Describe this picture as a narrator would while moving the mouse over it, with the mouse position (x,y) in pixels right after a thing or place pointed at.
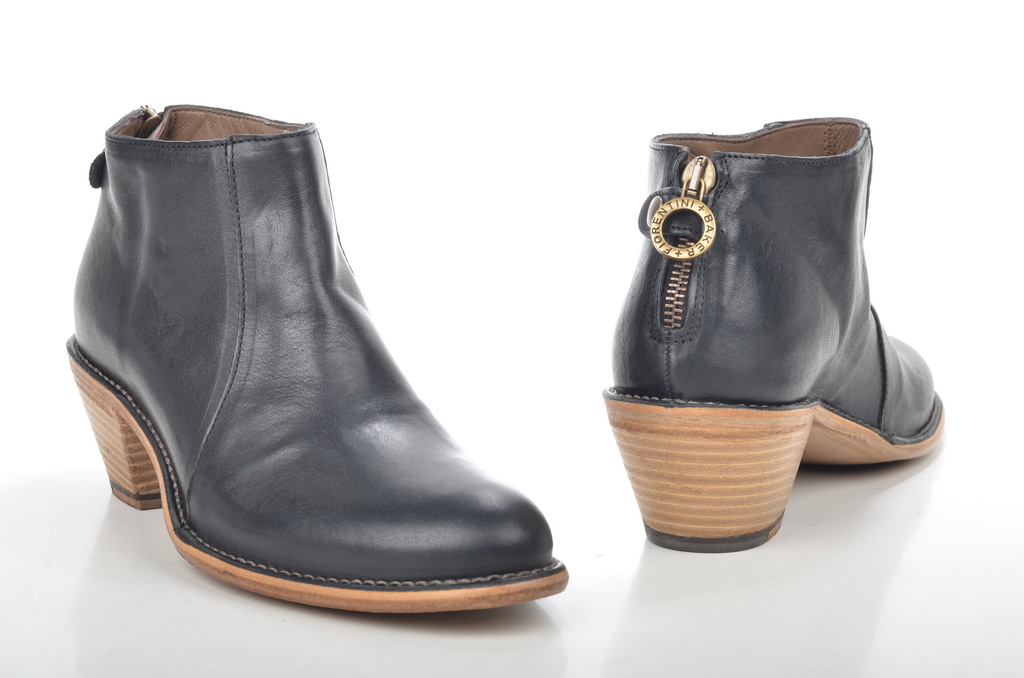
These are the 2 shoes (352,407) which are in black color.
